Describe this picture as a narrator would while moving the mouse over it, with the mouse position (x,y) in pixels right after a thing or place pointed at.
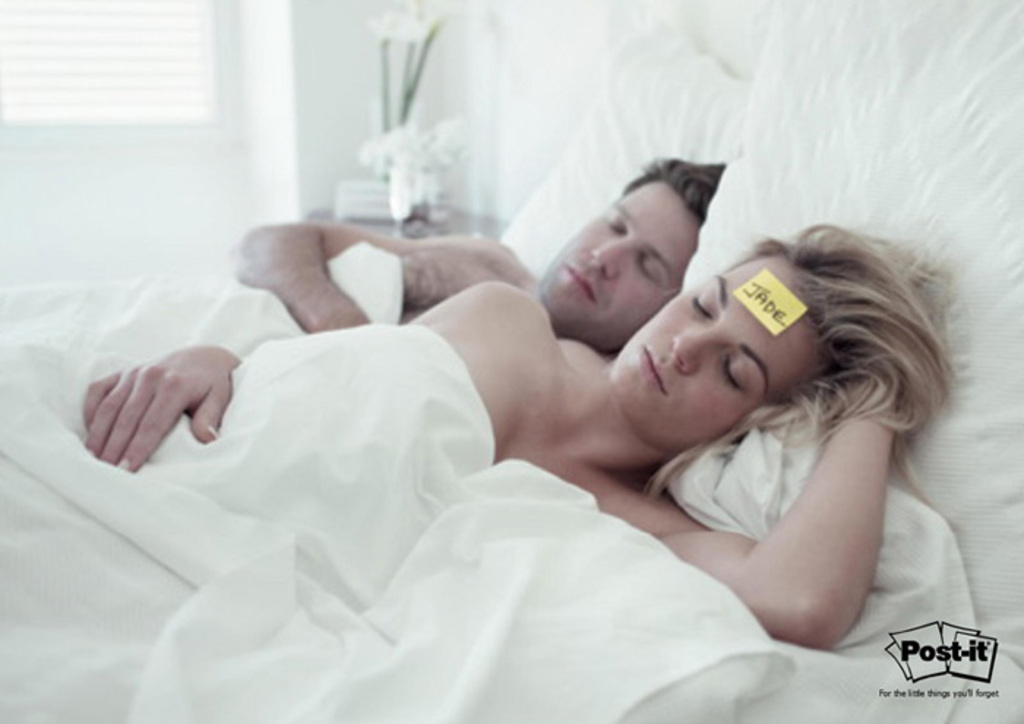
In this image on a lady (582,383) and a man (574,305) are sleeping. On a paper (758,304) Jade is written which is stick to lady`s head (741,350). There is a side table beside the bed (57,304) on the table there are flowers (435,156). There is a window (94,63) in the background (120,71).
